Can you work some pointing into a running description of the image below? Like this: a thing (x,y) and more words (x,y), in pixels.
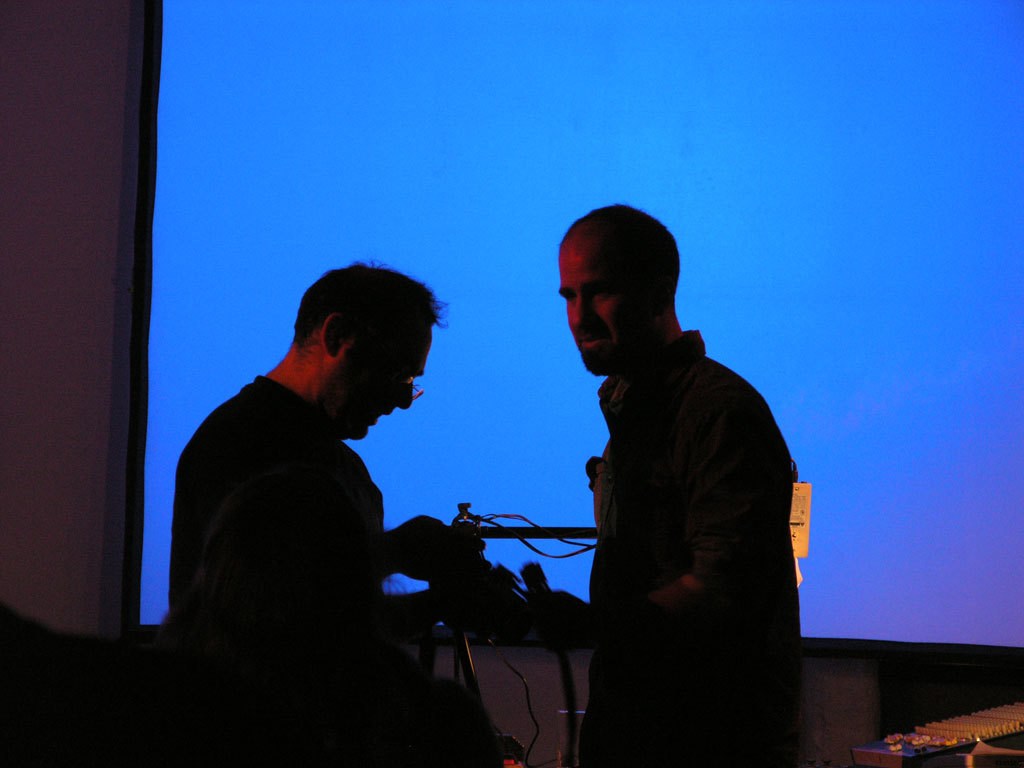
In this image we can see two persons (352,480) standing and holding some object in their hands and in the background of the image (572,124) there is blue color screen (492,258).
